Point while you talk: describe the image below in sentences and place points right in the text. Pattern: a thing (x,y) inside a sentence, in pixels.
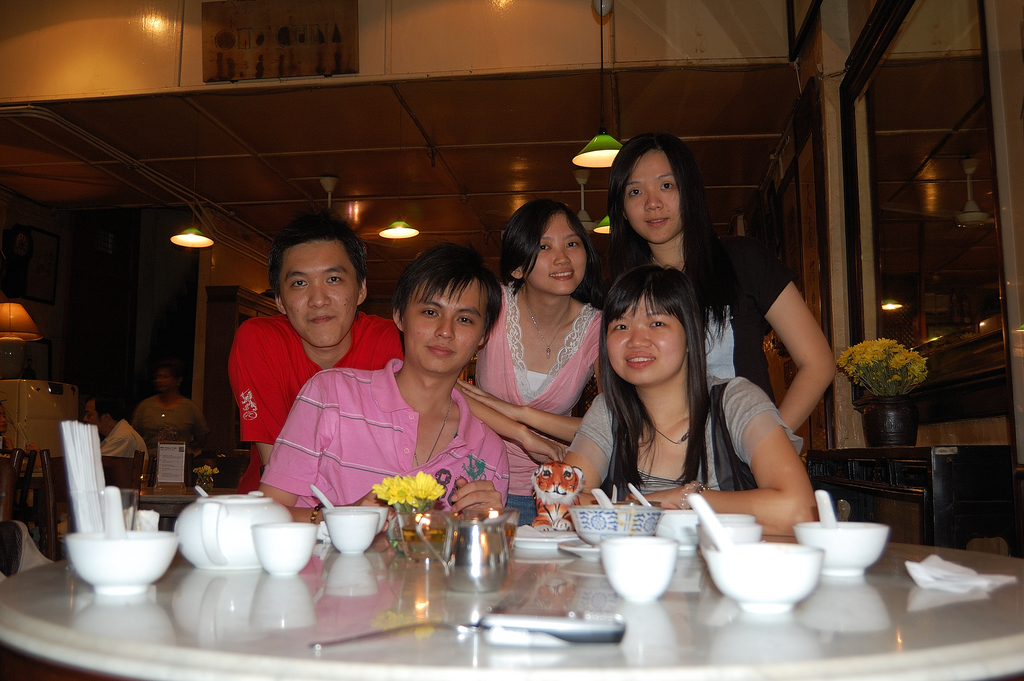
In this image in the center (571,256) there are a group of people (524,332), and there is a table (949,648). On the table (404,588) there are some bowls (88,575), spoons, jar (450,560), flowers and a phone (567,614). In the background (892,393) there is a flower pot (904,401), plants (860,359) and some people (174,412), lamp (1,311), chairs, boxes (70,384), wall (835,220) and some lights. At the top (192,114) there is ceiling (554,131).
